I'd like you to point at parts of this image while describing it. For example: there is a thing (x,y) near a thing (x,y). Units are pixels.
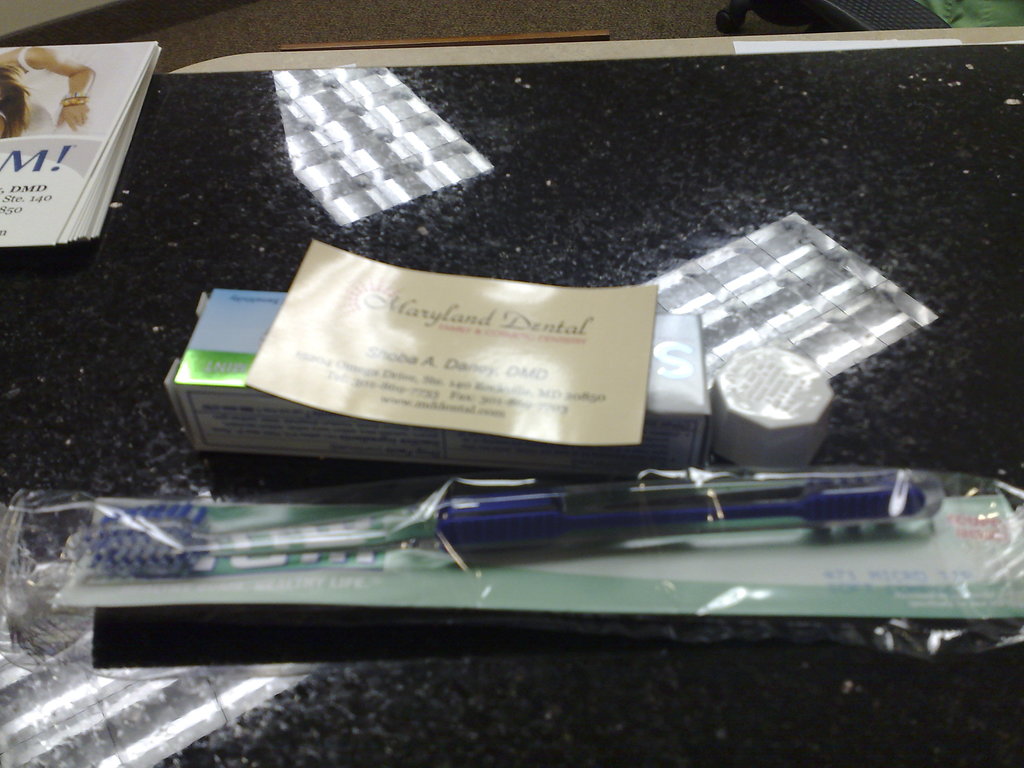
In this image we can see a toothbrush (398,534) in a cover (292,565), a card (396,365) with some text (466,377) on it, a box (250,430) and some papers (22,223) which are placed on the surface (463,630).
